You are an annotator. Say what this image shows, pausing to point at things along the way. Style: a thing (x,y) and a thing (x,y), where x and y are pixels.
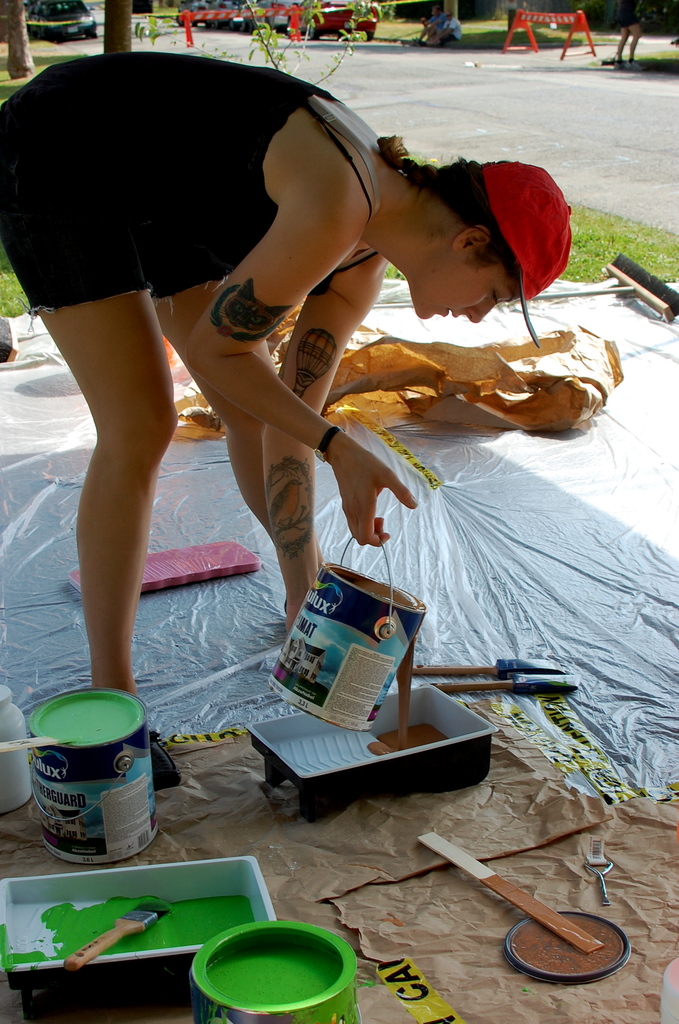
At the bottom of the image (261,725) we can see some tins (114,803), boxes (267,725) and brushes (515,684). In the middle of the image (293,596) a woman (97,182) is standing and holding a tin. Behind her we can see some trees (16,22), fencing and vehicles (61,0) on the road (385,73). At the top of the image (444,32) two persons (447,20) are sitting.
